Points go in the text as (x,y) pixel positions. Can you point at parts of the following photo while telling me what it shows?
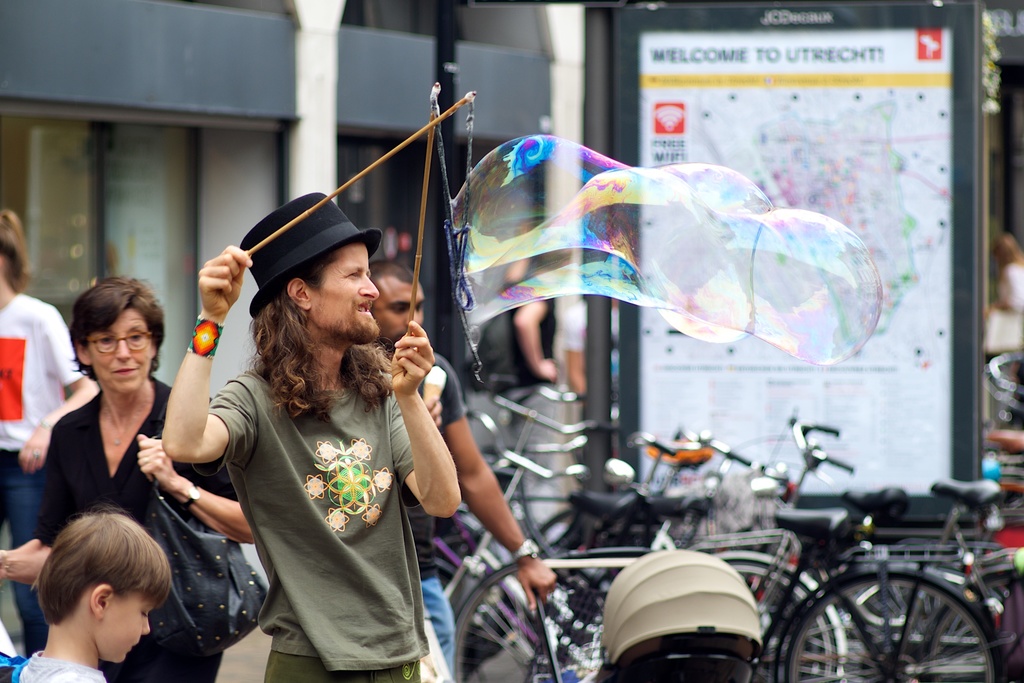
In this image, I can see few people (307,419) standing. A man (317,561) is holding the wooden sticks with ropes (452,251) with a bubble (630,279). On the right side of the image (800,481), there are bicycles (731,553). In the background (796,122), I can see a board (839,102) and a building (12,50).
